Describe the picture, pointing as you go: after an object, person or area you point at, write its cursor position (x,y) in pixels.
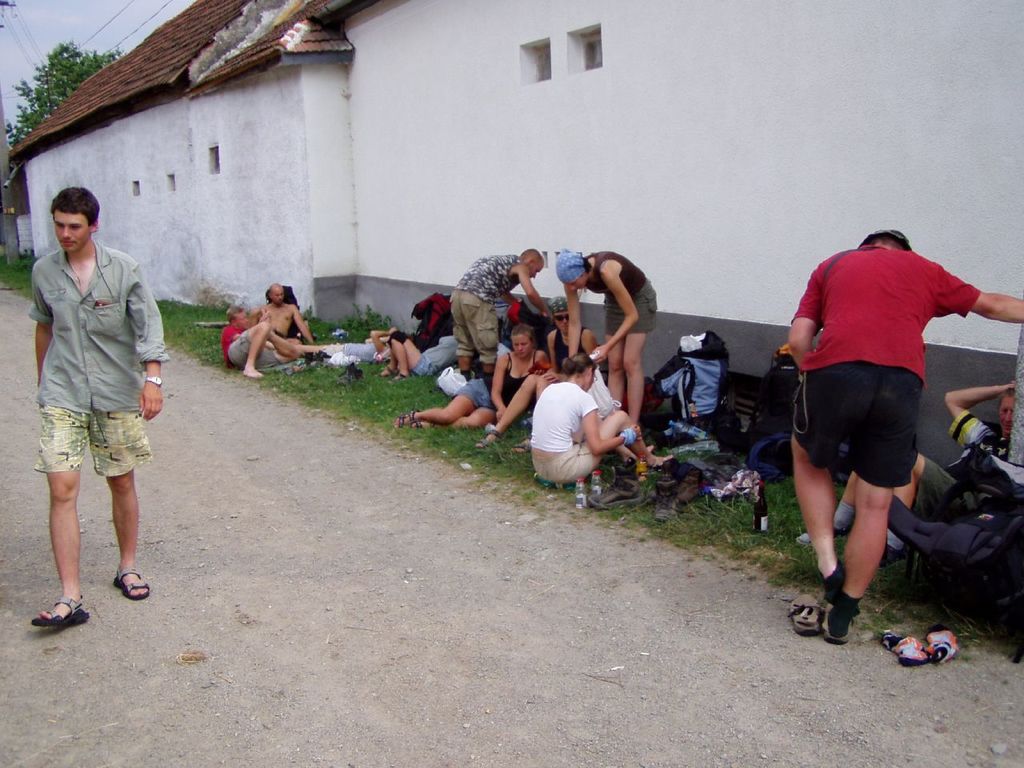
On the left side of the image (100,408) we can see a man (100,344) walking. On the right (913,470) there are people (482,332) sitting and some of them are standing. In the background (821,185) there are sheds (562,126), tree (81,71), wires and sky (41,25).
